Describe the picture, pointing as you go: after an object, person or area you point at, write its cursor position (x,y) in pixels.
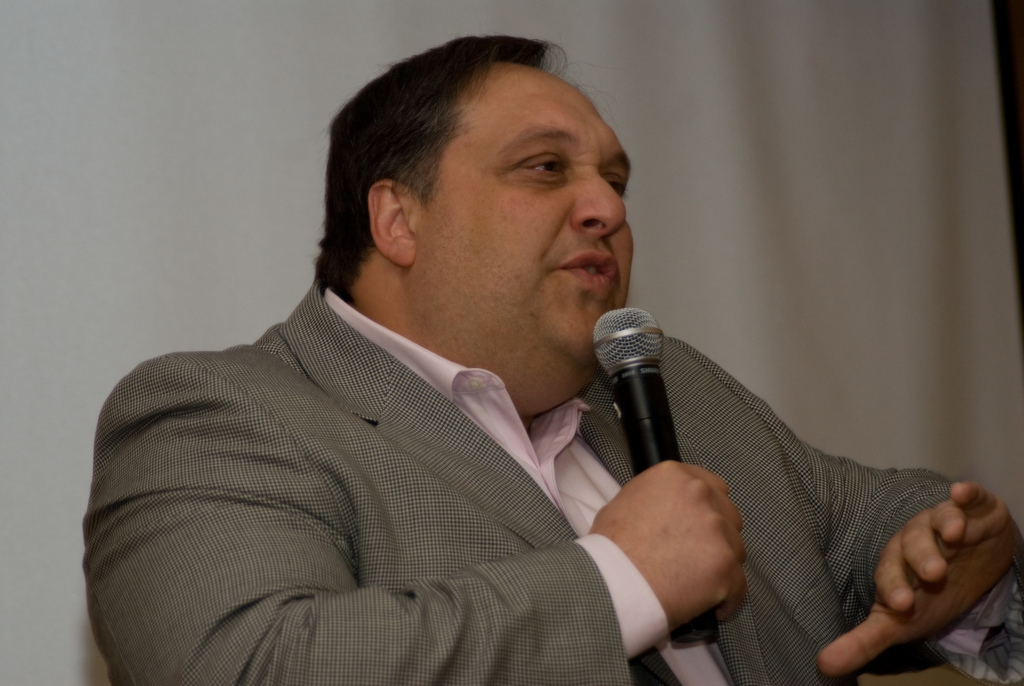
In this image a man (404,451) wearing a suit (470,525) is talking something. He is holding a mic (606,326). In the background (178,208) there is a curtain (130,139).
